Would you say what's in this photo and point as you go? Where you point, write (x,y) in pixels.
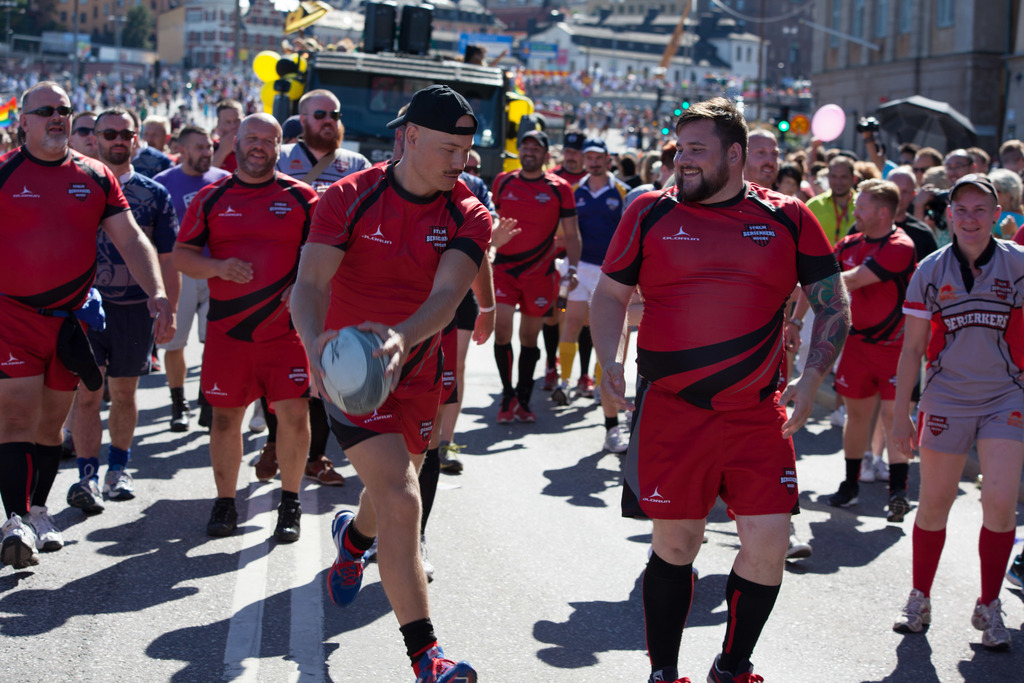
In the picture I can see a group of people (565,358) are walking on the road (501,463), among them the man (412,350) in the middle (414,353) is holding a ball (365,396) in hands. In the background (513,100) I can see buildings (904,80) and some other objects (454,87). The background of the image (852,103) is blurred.
